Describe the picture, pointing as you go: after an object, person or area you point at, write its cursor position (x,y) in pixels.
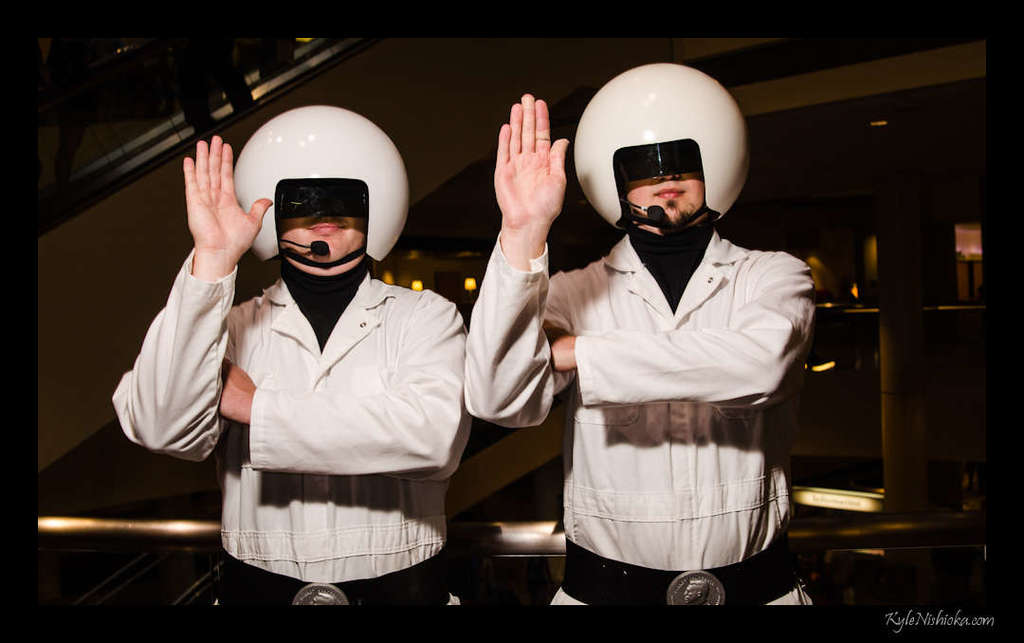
In this image I can see two persons (655,393) wearing white and black colored dresses (657,376) and white colored helmets (658,127) are standing. In the background (224,125) I can see a building (837,255), few lights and few persons (191,111).
